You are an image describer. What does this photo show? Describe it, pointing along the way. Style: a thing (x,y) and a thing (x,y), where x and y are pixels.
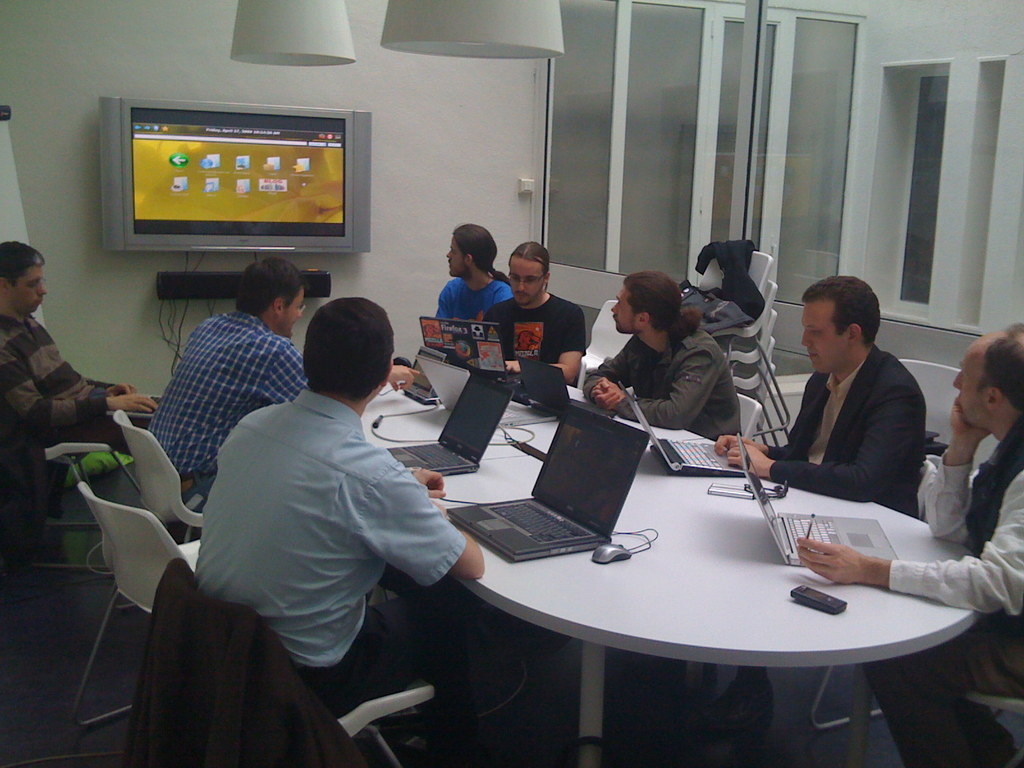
The image is taken inside a room (660,697). There is a table (701,573). There are people (310,509) sitting around a table (601,594). There are chairs (112,507). In the left side of the room (69,153) there is a tv (354,216). There are lights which are attached to the roof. There are laptops (601,440), wires (629,535), mouse (601,552), mobile phones (792,589) which are placed on a table (651,582). In the background (577,284) there is a door (804,188).
